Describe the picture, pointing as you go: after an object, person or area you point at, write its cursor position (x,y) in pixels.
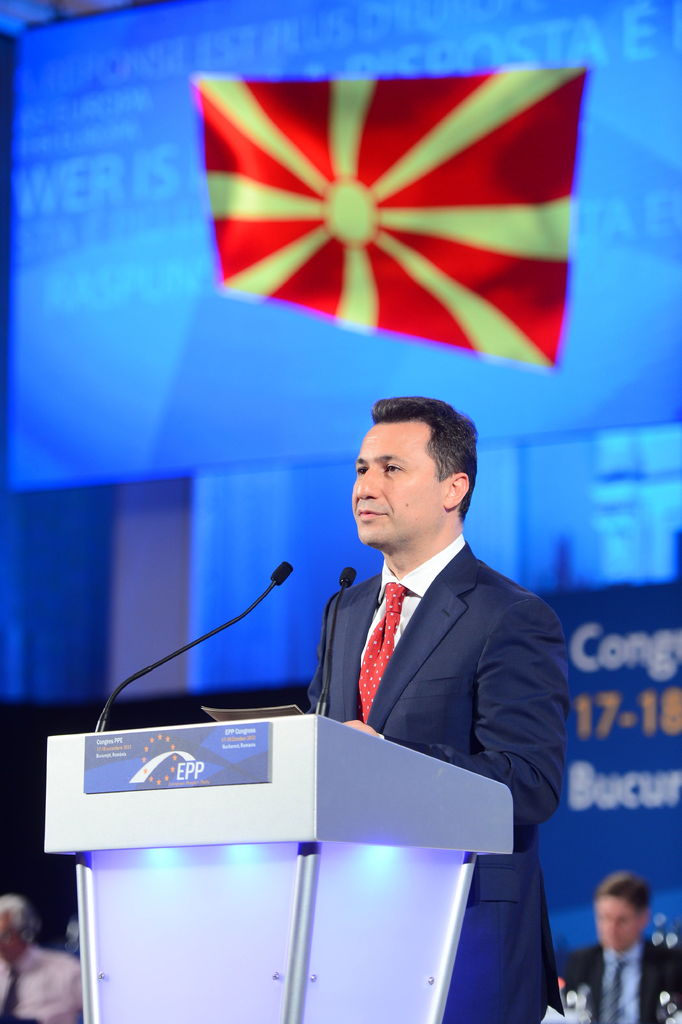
In this image there is a person (448,674) standing in front of the dais (299,820). On top of the dais (391,772) there are two mikes (338,600) and a paper (281,709). Behind him there are few other people (36,968). In the background of the image (456,226) there is a screen (355,198). There are banners (598,718).
